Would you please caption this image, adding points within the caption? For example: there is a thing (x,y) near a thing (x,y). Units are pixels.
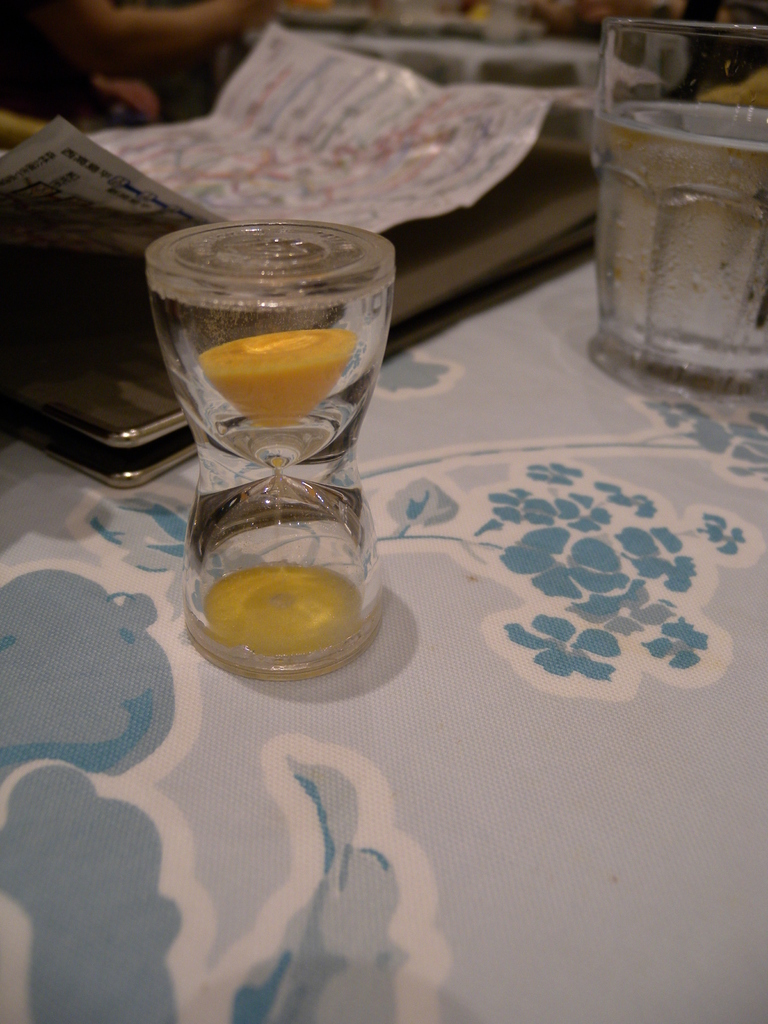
In the image there is a sand timer (296,465), behind that there is some other object (372,202) and on the right side (628,166) there is a glass (744,132) with some drink (691,130).
